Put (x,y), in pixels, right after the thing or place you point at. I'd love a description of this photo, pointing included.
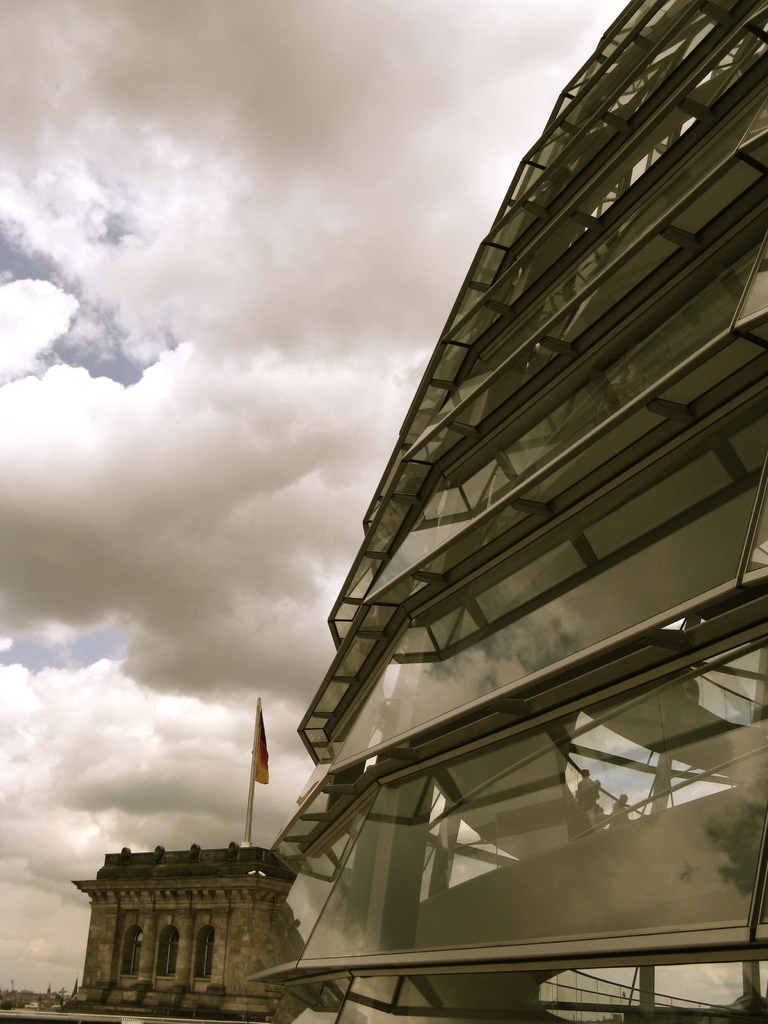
In this picture we can see two buildings (354,927), there is a flag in the middle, on the right side (536,810) we can see glasses (592,814), there is the sky (262,384) and clouds (180,444) at the top of the picture (166,214).
